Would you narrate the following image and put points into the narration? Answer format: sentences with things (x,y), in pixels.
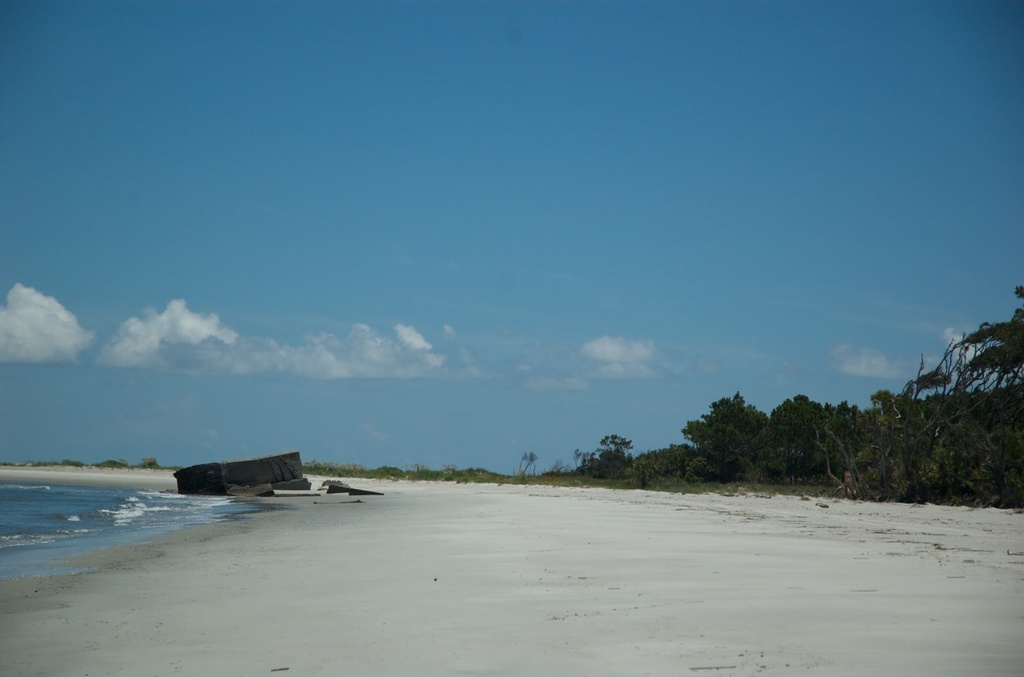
In this picture I can observe a beach (430,547). On the left side (104,531) there is an ocean (51,520). On the right side (797,440) I can observe some trees (632,458). In the background (305,358) there are some clouds (260,347) in the sky (320,347).
